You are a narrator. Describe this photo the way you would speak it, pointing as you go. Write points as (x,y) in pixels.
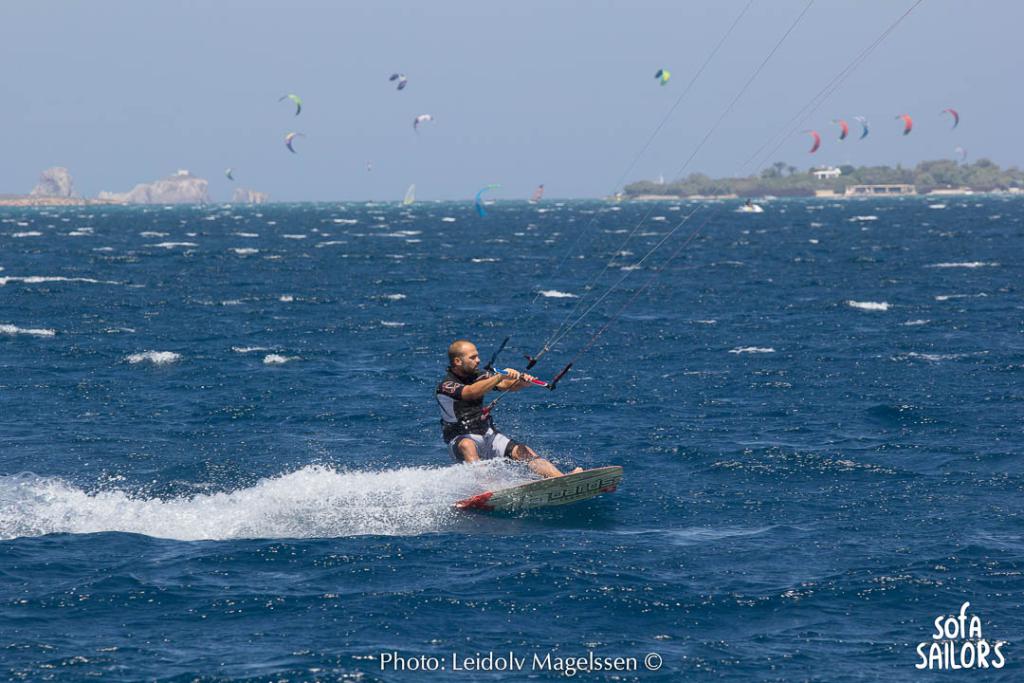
In this picture there is a person (552,467) kitesurfing. At the back (914,173) there is a mountain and there are trees (954,167) and buildings (813,176). At the top (471,29) there is sky (646,174) and there are parachutes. At the bottom (699,474) there is water (146,567) and there is text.
